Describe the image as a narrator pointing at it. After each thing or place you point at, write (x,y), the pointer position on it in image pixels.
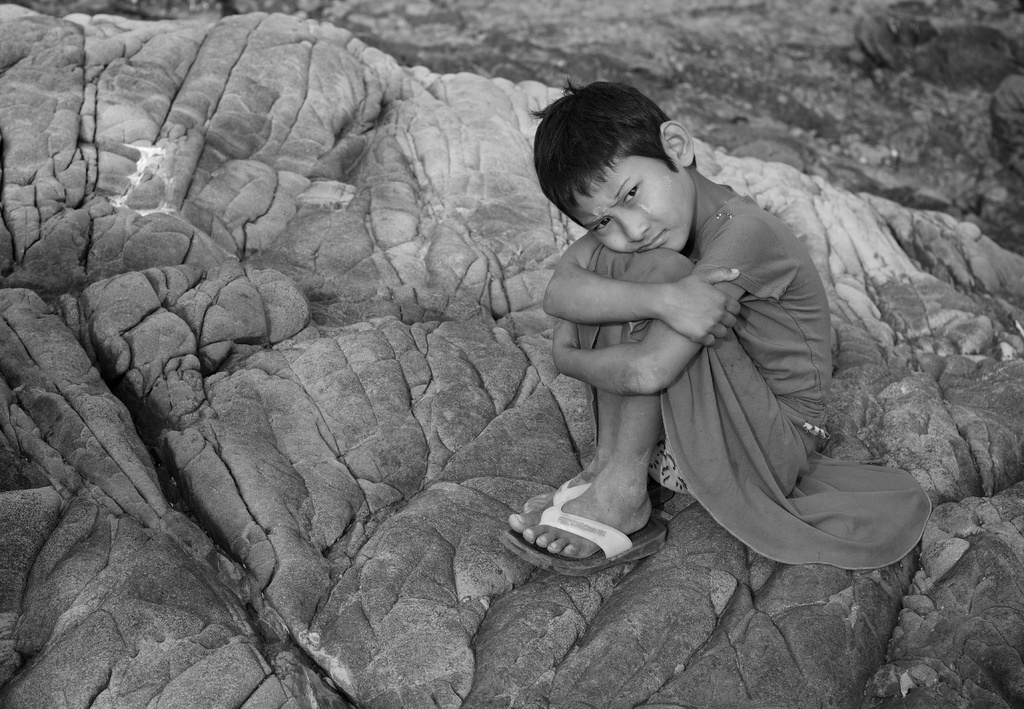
In this image, we can see a kid (685,184) sitting on the rock (101,433).
